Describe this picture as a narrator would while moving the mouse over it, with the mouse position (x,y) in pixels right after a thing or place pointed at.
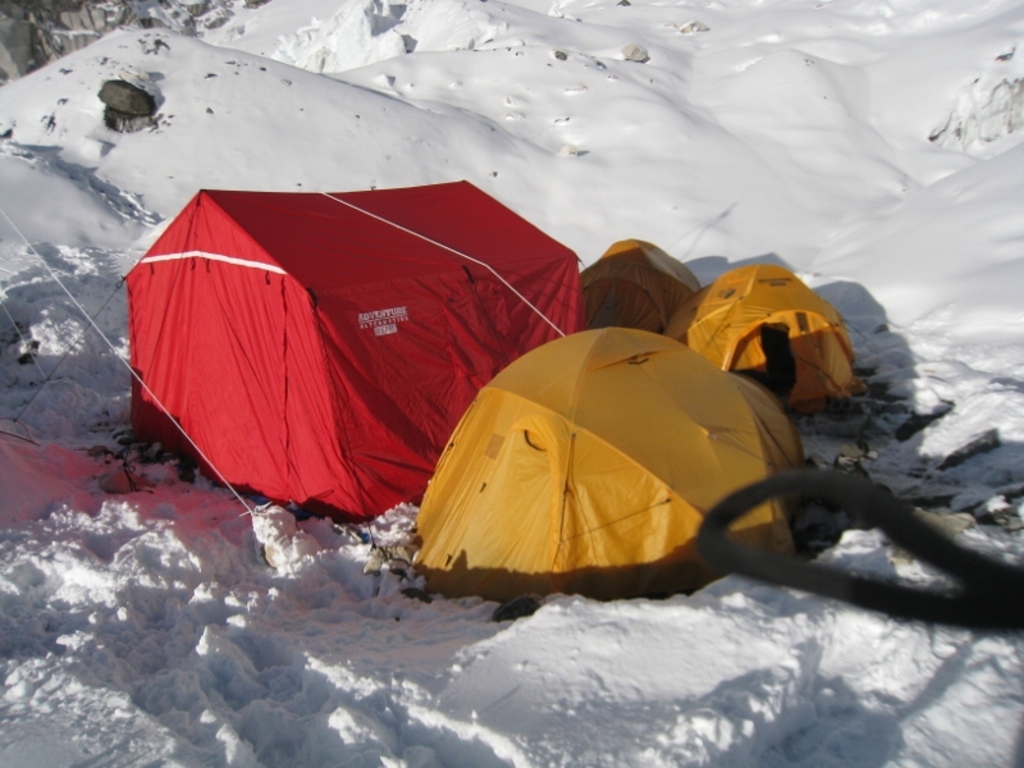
In this picture we can see the red color and yellow color tents (544,312) on the ground (392,537). At the bottom (602,663) we can see the snow (402,663). On the top (140,59) we can see the mountain (274,8) and stones (212,28).
